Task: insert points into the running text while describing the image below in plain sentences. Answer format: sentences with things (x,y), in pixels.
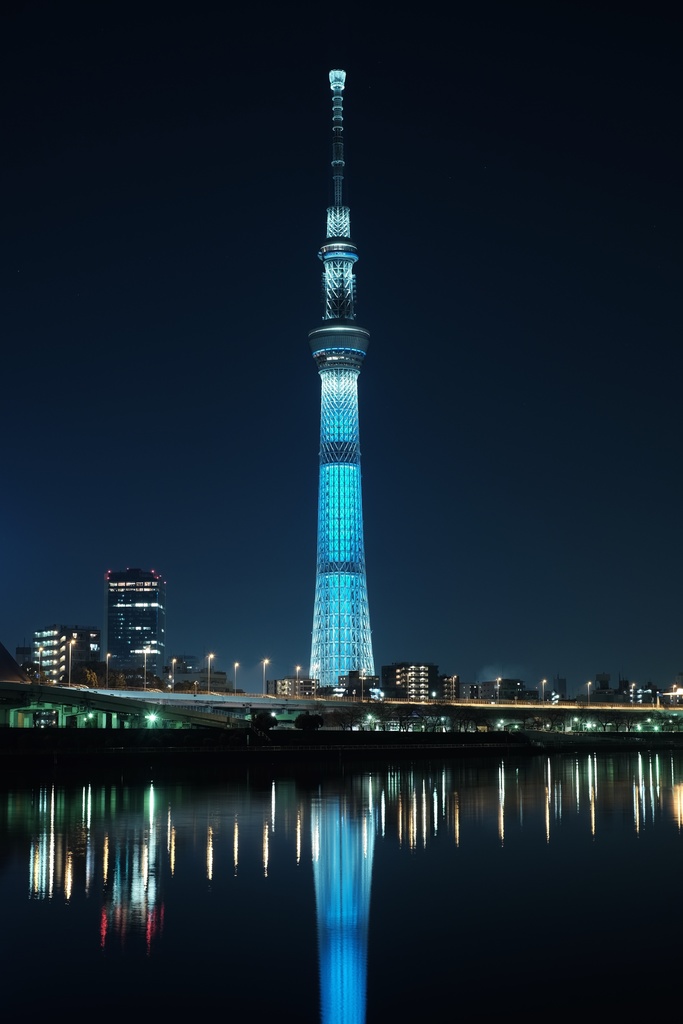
In this image, we can see a tower (338,640), buildings (645,691), light poles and trees (677,725). At the bottom of the image (328,923), we can see water (445,905). On the water (445,905), we can see reflections (334,947). Background (657,553) we can see the sky (258,390).
